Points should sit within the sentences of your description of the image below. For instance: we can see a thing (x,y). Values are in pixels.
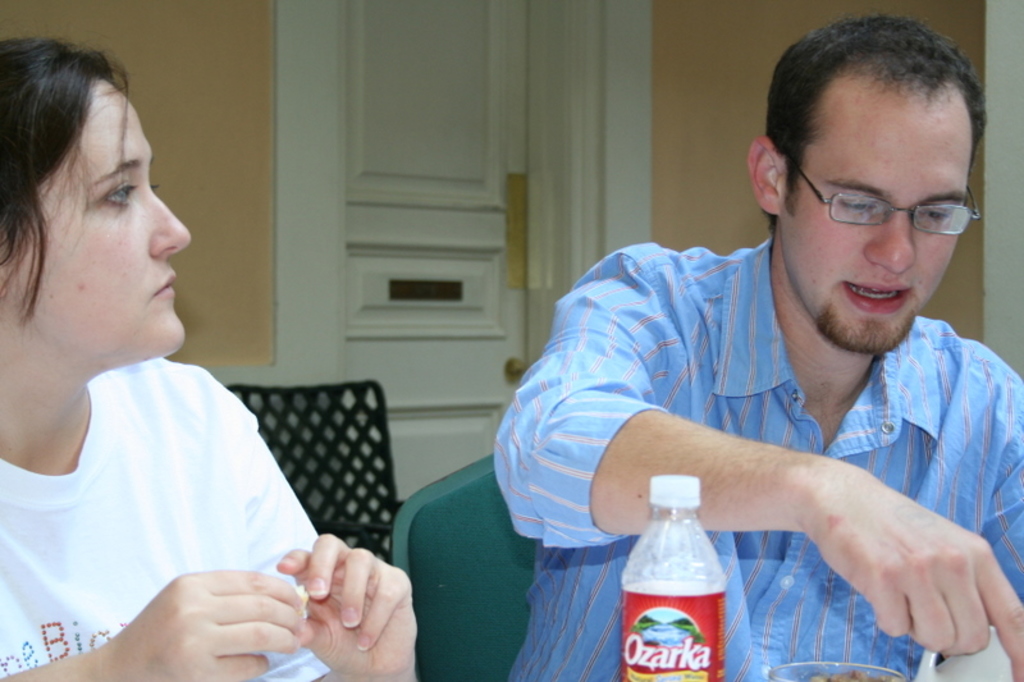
This picture shows a man (644,499) and woman (72,457) seated on the chairs (453,538) and we see a bottle (683,484) and the door (527,6) back to them.
